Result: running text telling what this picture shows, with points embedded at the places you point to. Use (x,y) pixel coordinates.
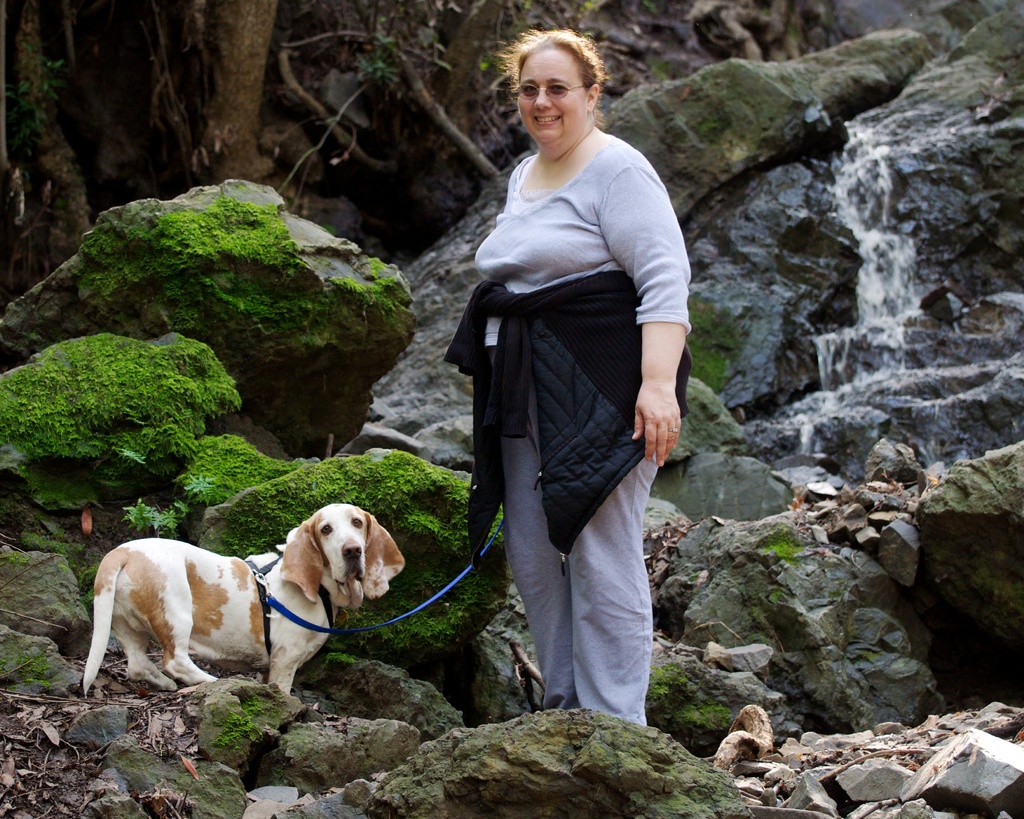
In the picture we can see a woman (669,346) standing on the rocks (708,305), near the waterfalls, she is holding a dog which is white and brown in color, and there are some trees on the rocks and some green moss (725,321) on the rocks (725,321).
